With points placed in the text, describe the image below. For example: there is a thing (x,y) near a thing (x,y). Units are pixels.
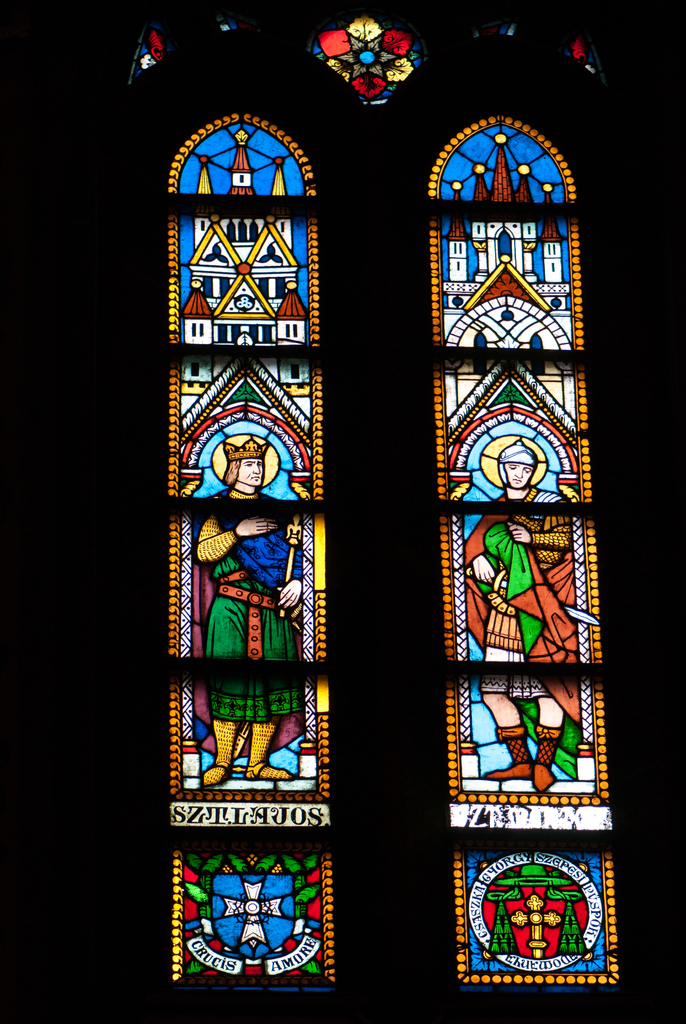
In the image I can see painting (494,562) of people (243,609), buildings (237,404) and other things (185,596). The image is little bit dark.
